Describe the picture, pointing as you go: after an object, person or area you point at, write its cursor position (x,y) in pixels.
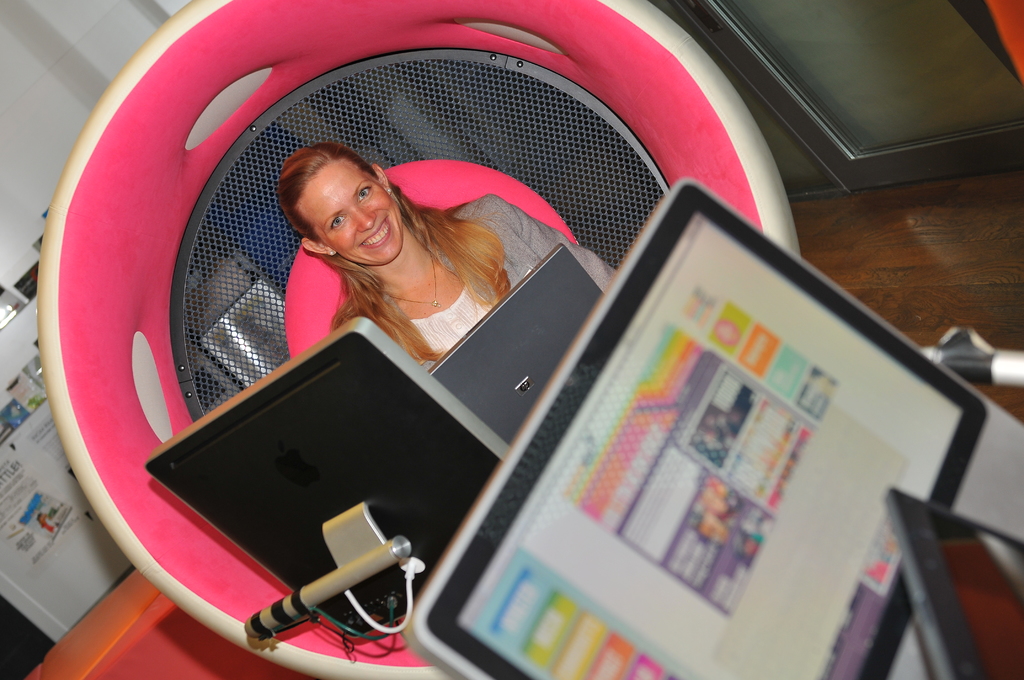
In the center of the image (460,262) a lady (460,262) is sitting. At the bottom of the image (494,480) we can see laptop (489,334), screens (573,464) are there. At the top right corner (888,63) door (900,107), floor (879,240) are present. On the left side of the image (37,224) wall (39,399), cupboard (10,325), papers (27,428) are there.
